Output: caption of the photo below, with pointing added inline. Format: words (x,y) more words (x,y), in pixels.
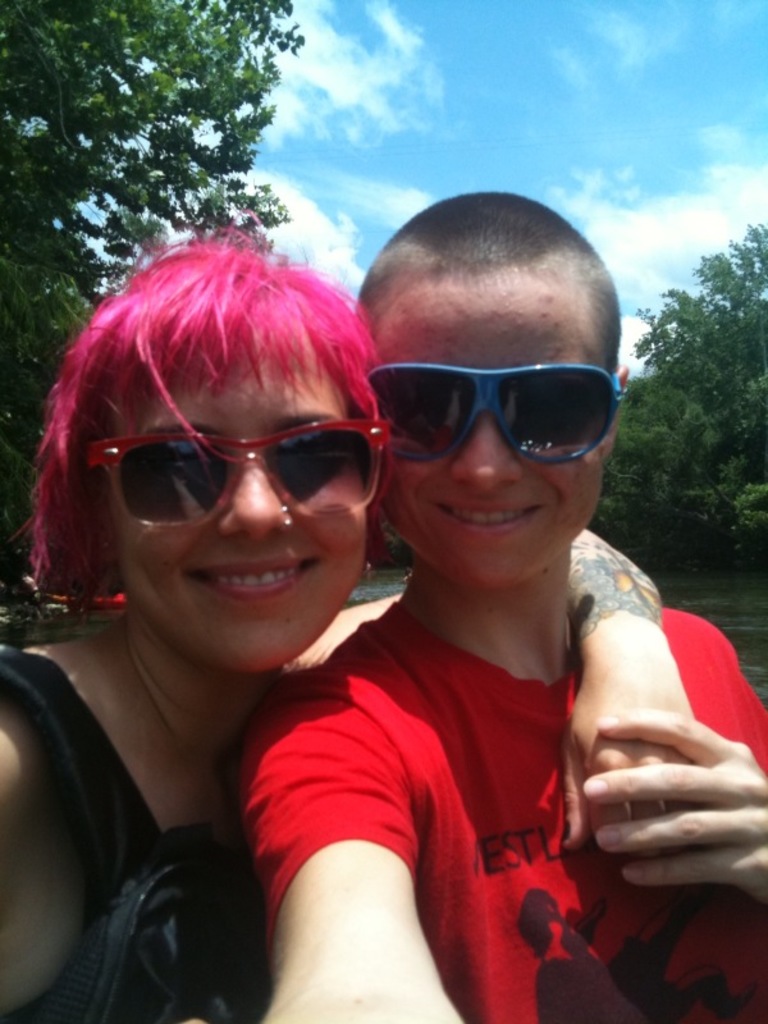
In this picture I can see there is a woman (275,602) and a boy (515,890), they are wearing goggles (204,503) and the boy (344,668) is wearing a red color shirt (362,787) and in the backdrop (192,50) I can see there is a lake (767,650) and trees (724,307), the sky (395,135) is cloudy.
